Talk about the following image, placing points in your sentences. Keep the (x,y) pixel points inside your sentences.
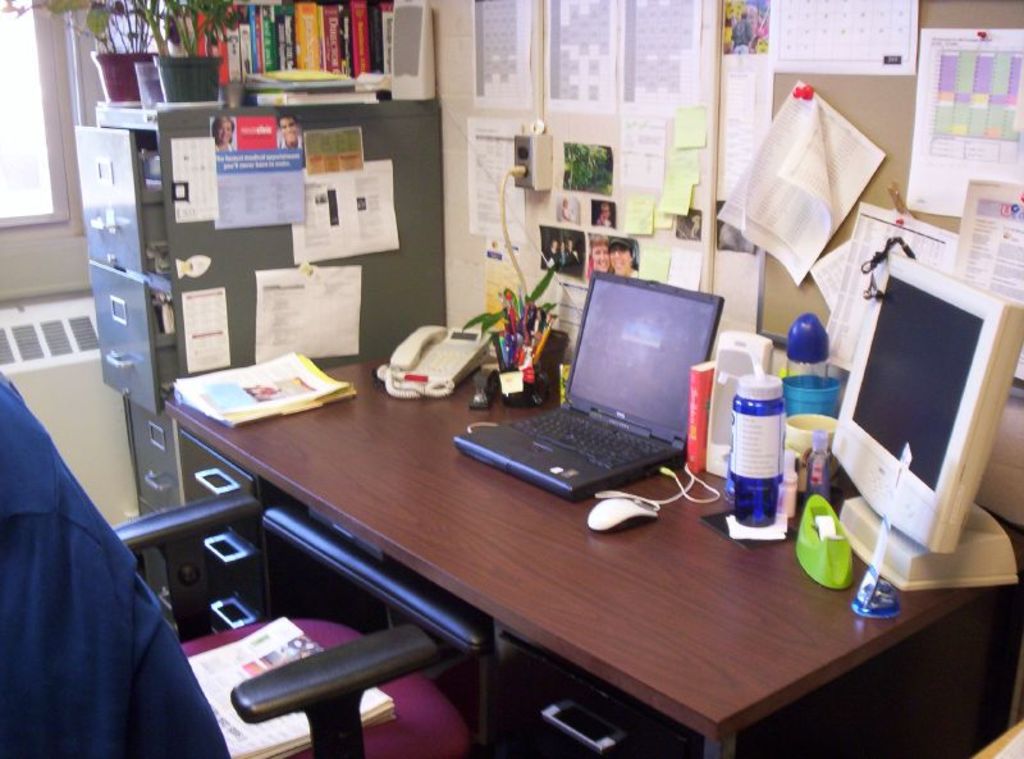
On the center of the image (417,486) there is a table (533,557). On the table (461,524) there is a laptop (616,442), mouse (625,497), bottle (759,497), tape cutter (821,528), computer screen (863,477), pen box (538,366), telephone (431,366) and book (265,391) is there. Beside the table (324,458) there is a drawer (207,230) on that there is a calendar (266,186). On the top left side (153,47) there is a plant (92,17) and a window (25,96). On the bottom left corner (288,710) there is a chair (265,684).
